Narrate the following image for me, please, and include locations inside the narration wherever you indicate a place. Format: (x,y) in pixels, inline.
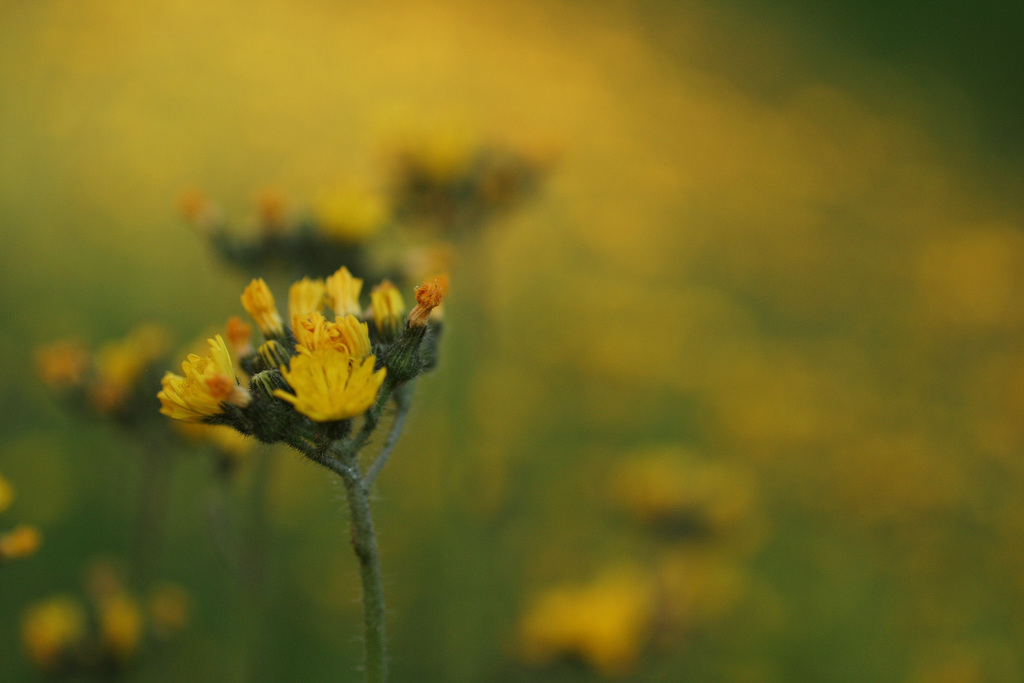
These are the flowers (342,390) in yellow color.
